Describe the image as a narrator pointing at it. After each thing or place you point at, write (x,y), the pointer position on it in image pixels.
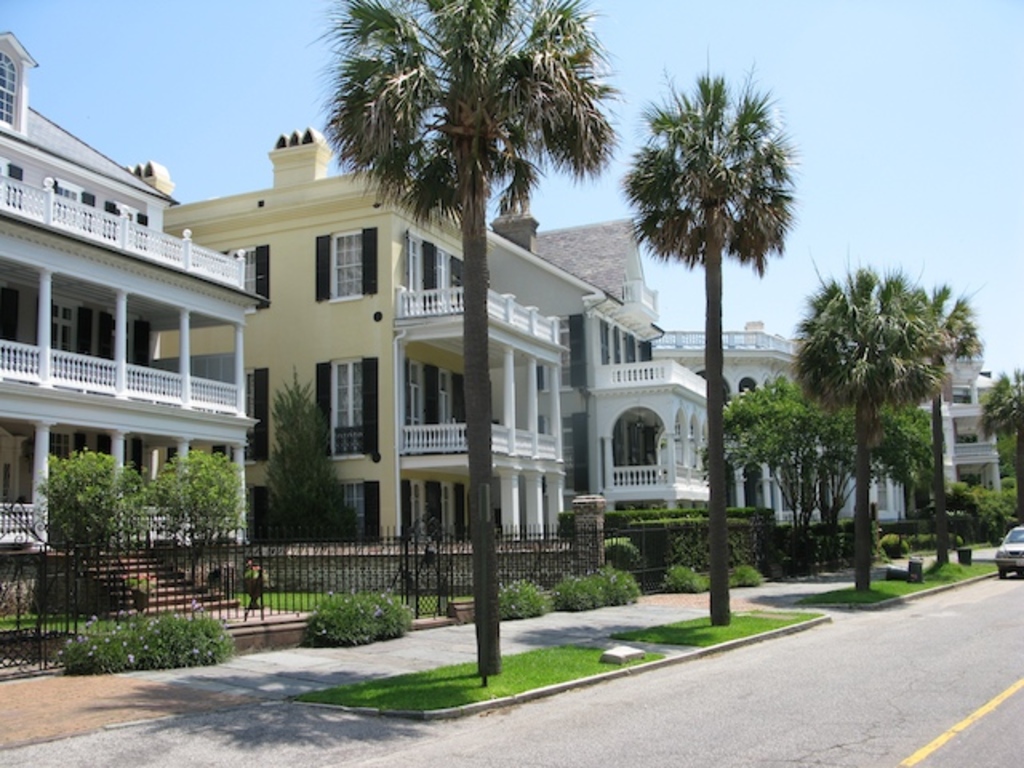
There are some trees (486,650) and a car (1019,556) present on the road (866,687) as we can see at the bottom of this image (592,691). There is a fence (315,534) and some buildings (45,490) are in the background (657,549), and there is a sky (171,65) at the top of this image (680,86).
